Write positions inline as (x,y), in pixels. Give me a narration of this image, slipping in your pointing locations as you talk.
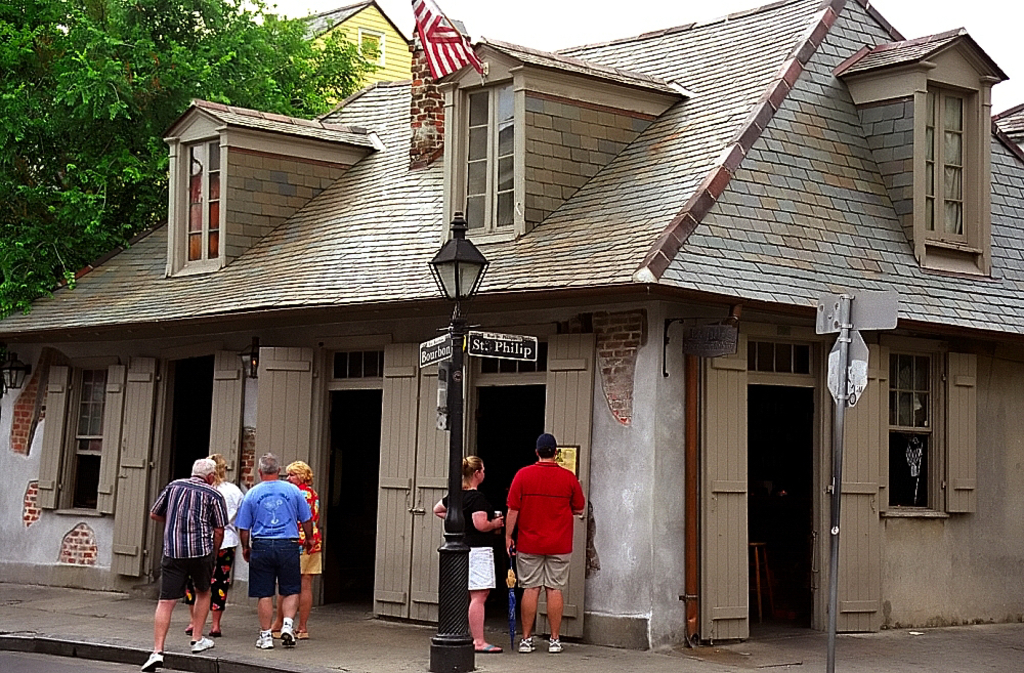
In this image we can see persons (176,591) standing on the floor (243,597), street poles (452,588), street lights (462,293), sign boards (450,347), building (154,318), trees (157,116) and sky (518,38).
